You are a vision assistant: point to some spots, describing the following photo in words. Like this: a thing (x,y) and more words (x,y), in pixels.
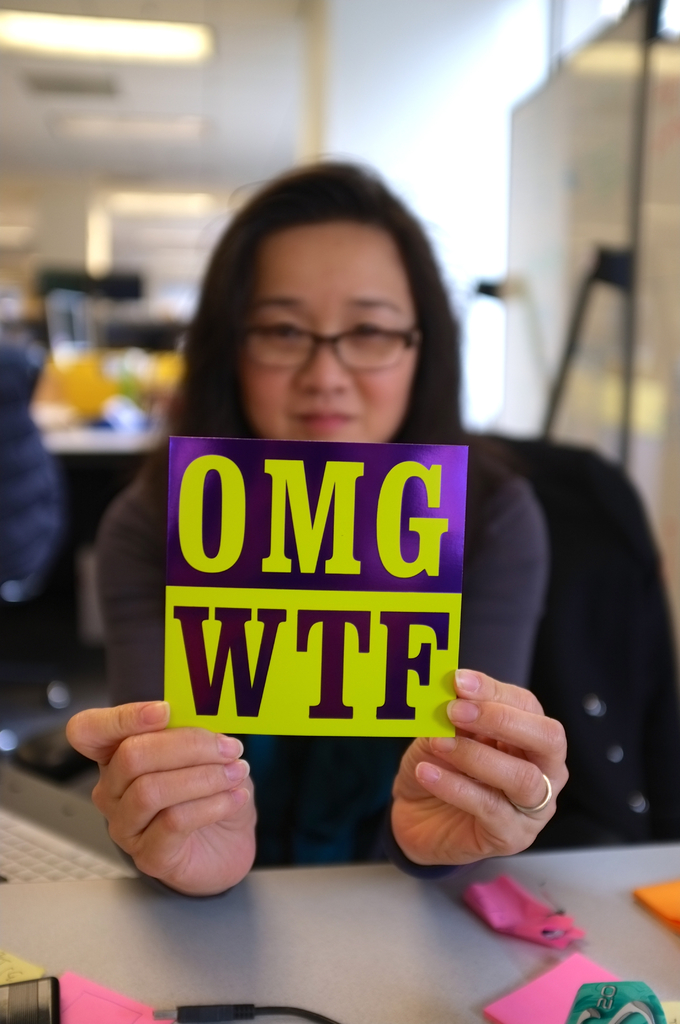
This image is taken indoors. At the top of the image (222,79) there is a ceiling (179,86) with a few lights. In the background (79,466) there is a table (118,447) with a few things (111,365) on it and there are a few objects (15,359). At the bottom of the image (243,928) there is a table (375,951) with a few things (519,928) on it. In the middle of the image (396,363) a woman (501,535) is sitting on the chair (596,663) and she is holding a placard (301,581) with a text (237,472) on it.
